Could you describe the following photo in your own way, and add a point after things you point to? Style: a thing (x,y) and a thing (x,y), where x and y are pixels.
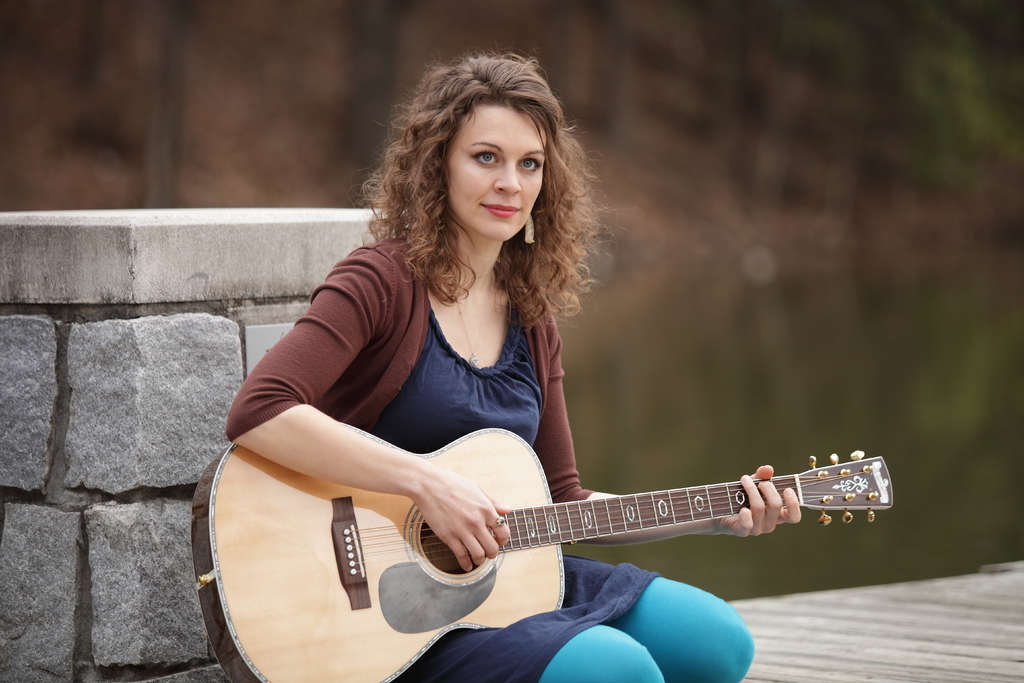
In this image a woman (469,345) is sitting on a floor (798,656) holding the guitar (474,579) and playing with a smile on her face (507,207). In the background (255,342) there is a wall (136,396) with stones (169,439).
